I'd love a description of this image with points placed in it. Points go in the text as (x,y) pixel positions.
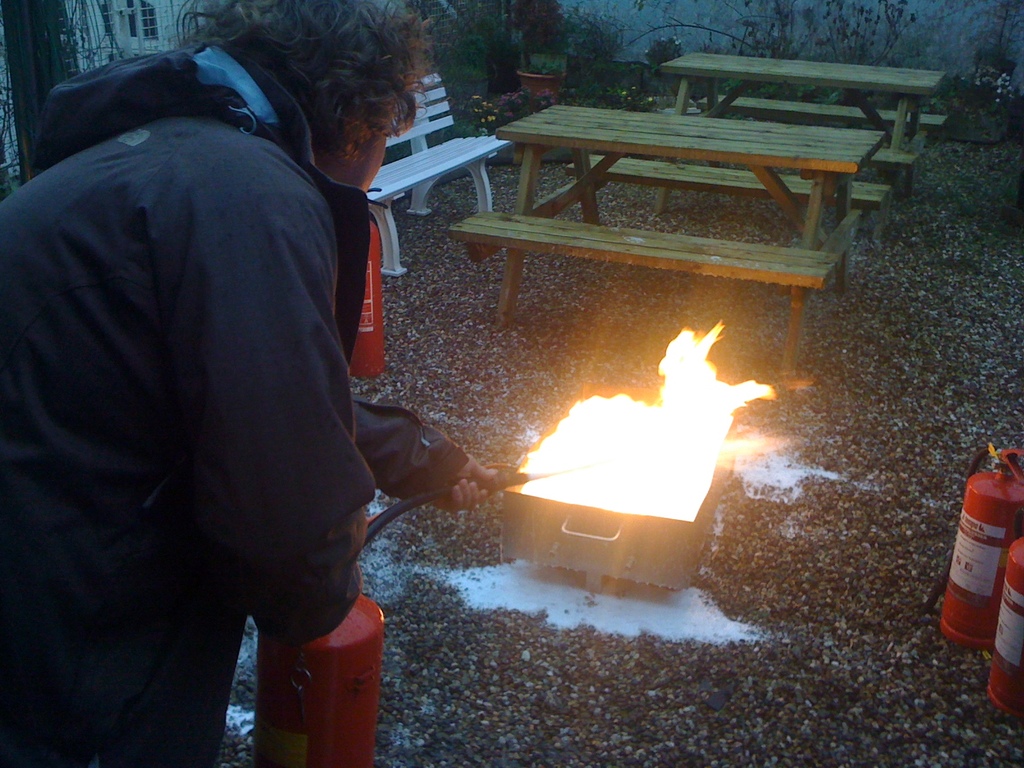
He is standing. His holding fire extinguisher pipe (429,499). We can see in background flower plants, window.
